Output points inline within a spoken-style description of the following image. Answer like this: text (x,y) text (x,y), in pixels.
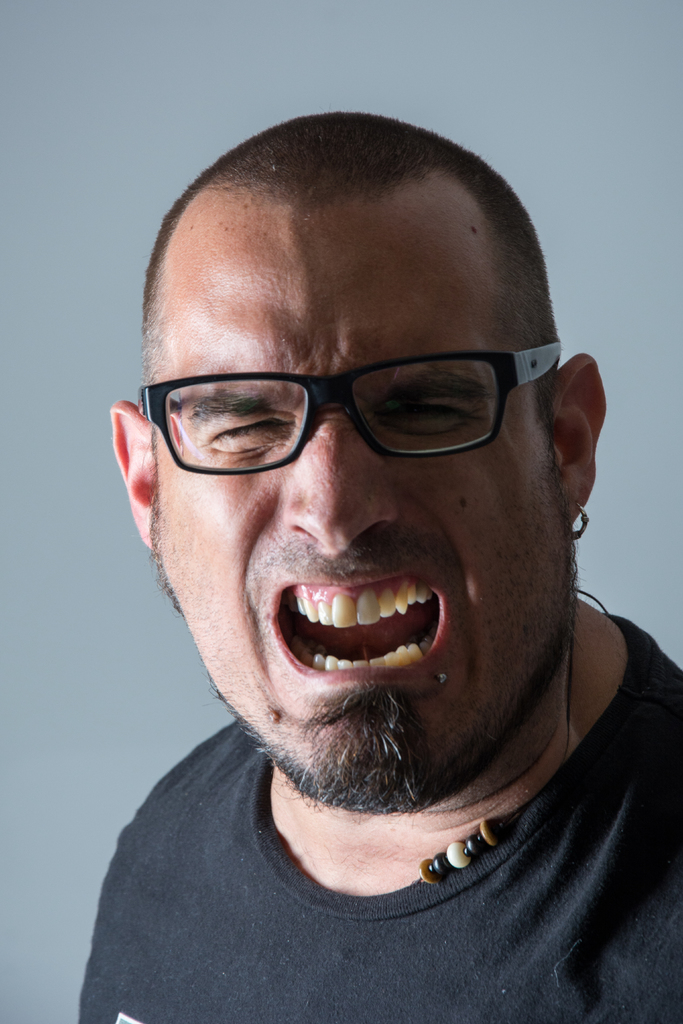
The man (274,913) in black T-shirt (180,930) is shouting. He is wearing spectacles (481,398). In the background (164,139), we see a wall (107,653) in grey color.
